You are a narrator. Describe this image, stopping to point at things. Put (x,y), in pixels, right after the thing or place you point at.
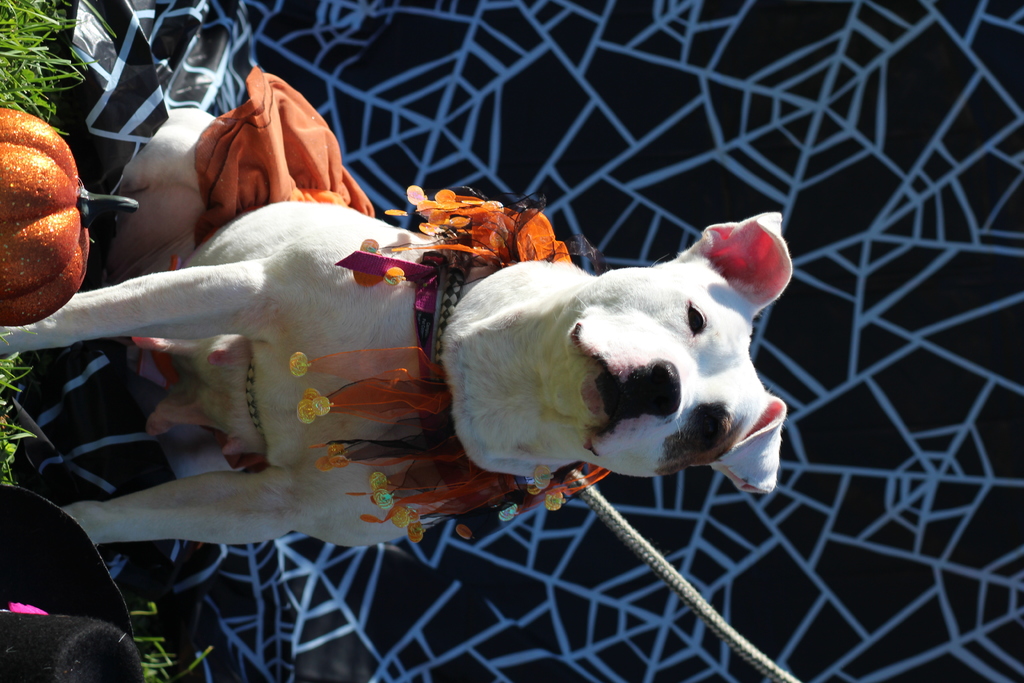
In this image in the front (81,636) on the left side (54,631) there is a hat (57,640) which is black in colour and there is a fruit (47,212) and there's grass (12,367) on the ground (32,378). In the center (492,364) there is a dog (489,373). In the background (671,206) there is a curtain (850,355) which is black and white in colour and there is a rope (579,474) tied to the dog (569,423) and there are objects (431,264) on the dog (380,319) which are visible.
